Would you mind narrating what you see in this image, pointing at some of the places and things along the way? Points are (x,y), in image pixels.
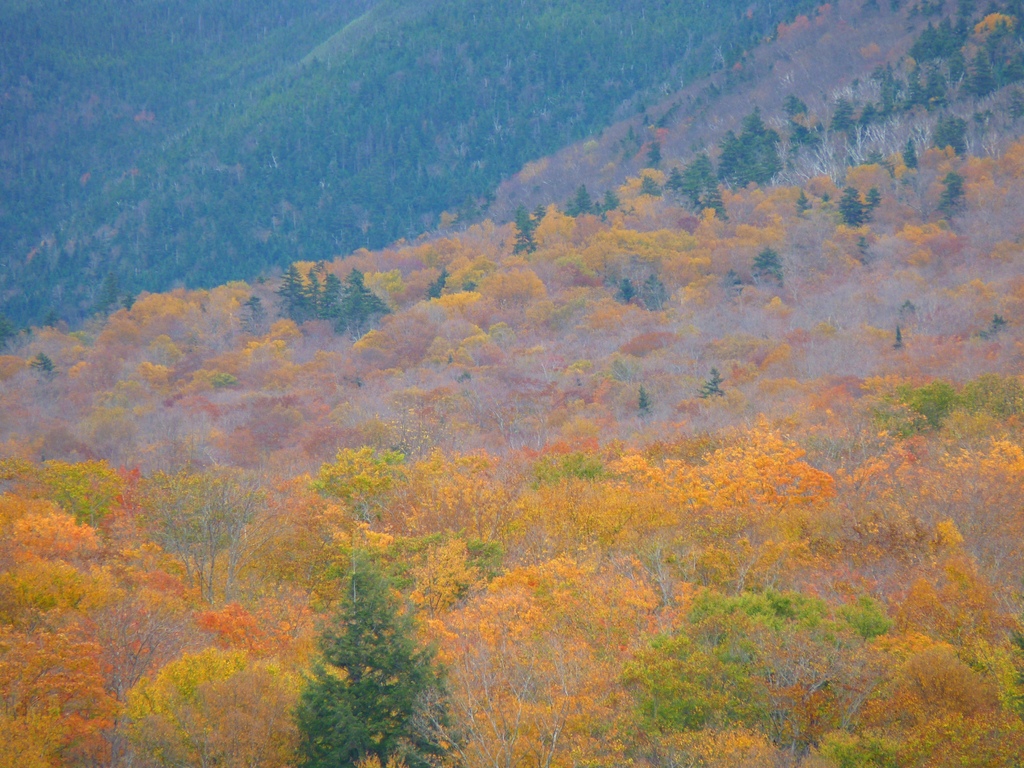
In this image there are trees (248,423), there are trees (786,312) truncated towards the right of the image (994,349), there are trees (139,19) truncated towards the top of the image (663,13), there are trees (25,614) truncated towards the left of the image (16,393), there are trees (267,734) truncated towards the bottom of the image (555,739).
